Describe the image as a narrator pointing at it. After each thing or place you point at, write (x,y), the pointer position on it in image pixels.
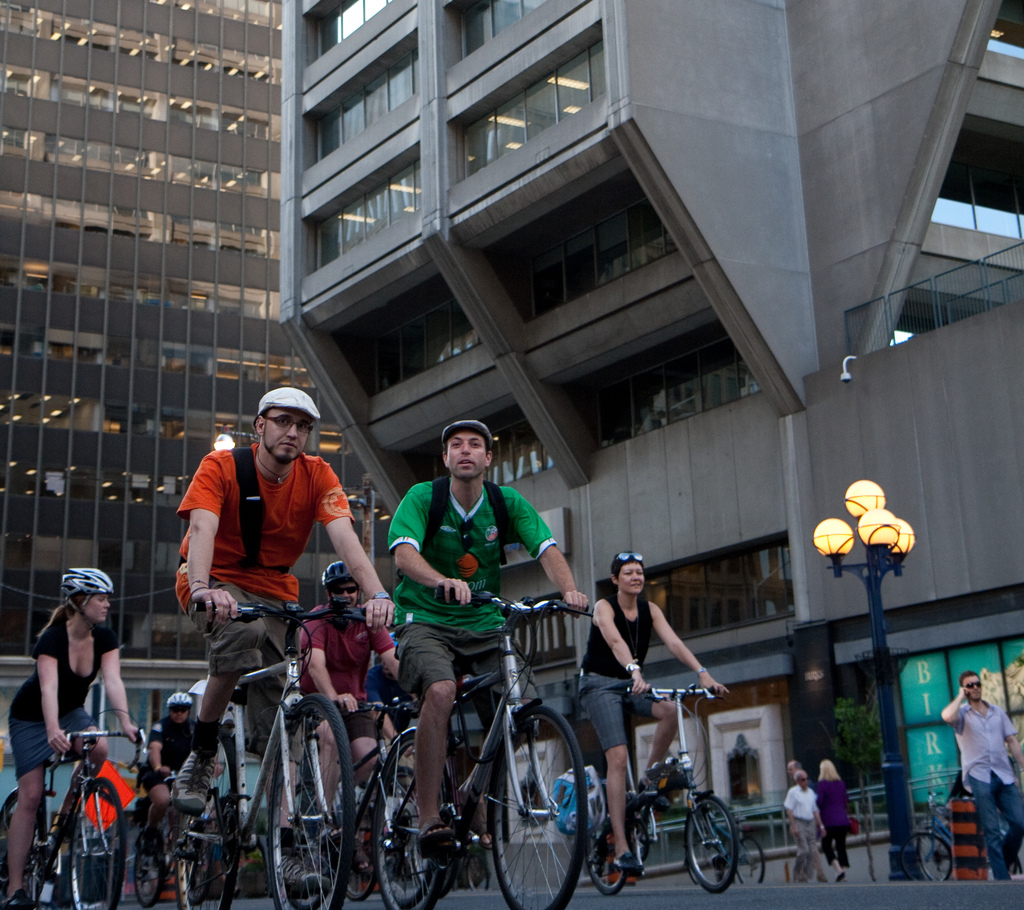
Most of the persons (177,586) are riding a bicycle (104,732) and some wore helmet (93,573). These are buildings (186,168). This is a light pole (863,496). Far the persons (816,827) are walking, as there is a leg movement.
